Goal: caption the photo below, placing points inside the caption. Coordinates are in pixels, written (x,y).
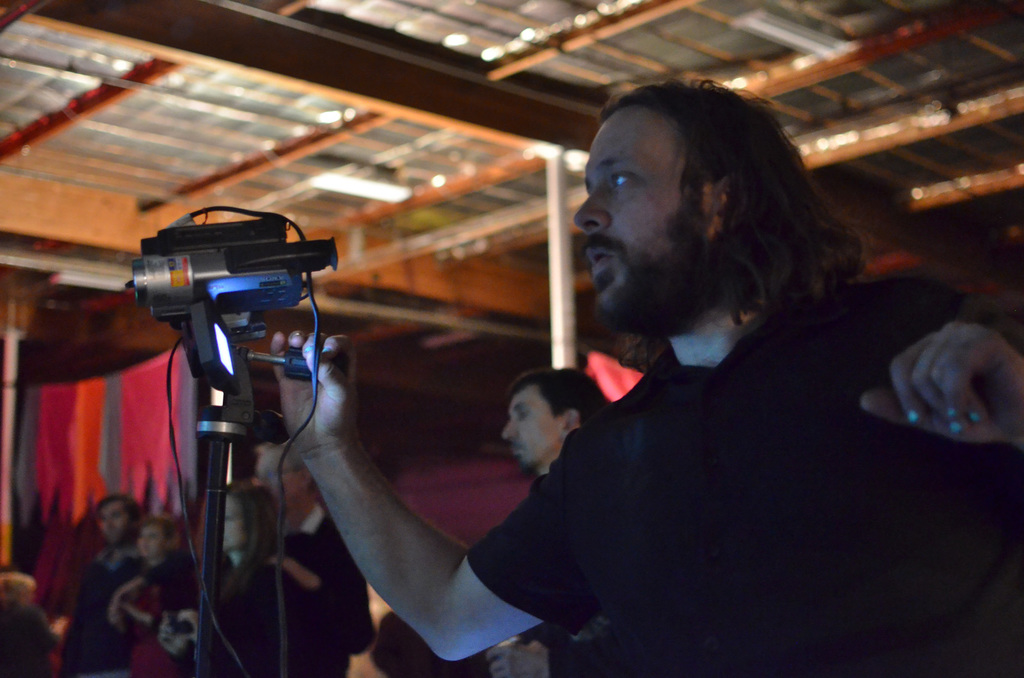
As we can see in the image there are few people (361,491) here and there, camera (268,254) and cloth (132,428) over here.
